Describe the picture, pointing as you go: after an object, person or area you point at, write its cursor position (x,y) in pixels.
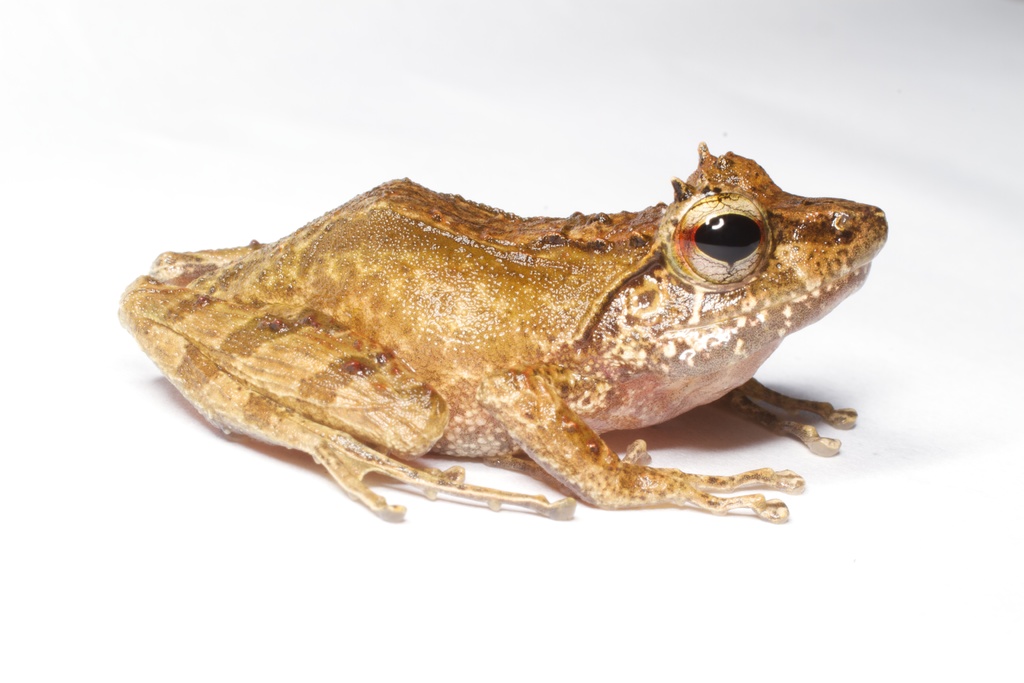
In this picture I can see a frog (791,250) on an object (912,337).
